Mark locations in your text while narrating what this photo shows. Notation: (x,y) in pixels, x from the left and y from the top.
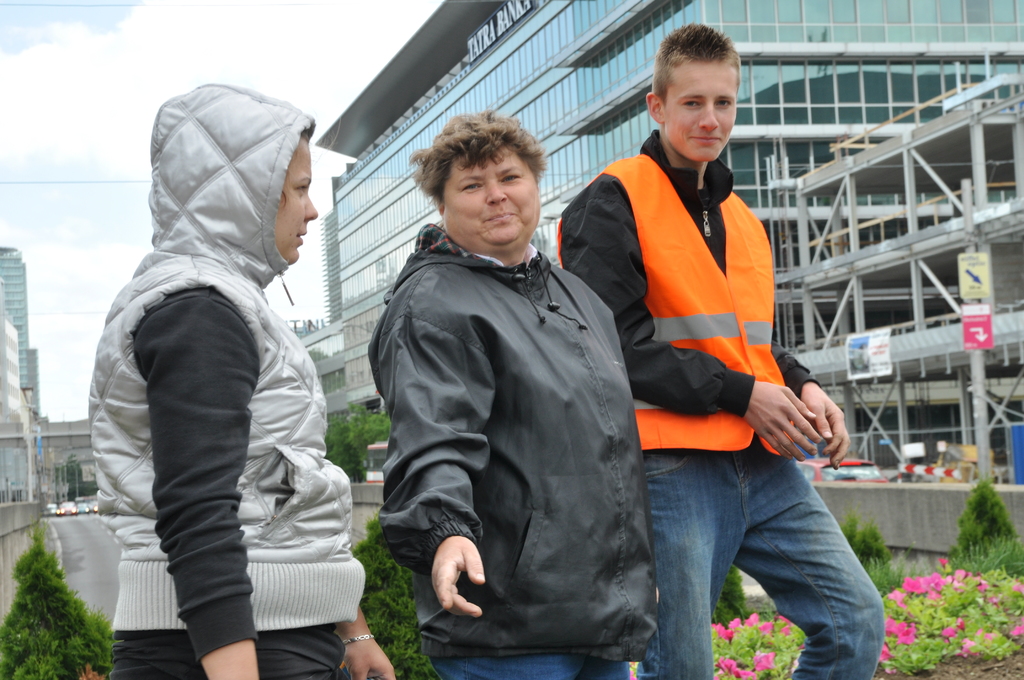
On the left side (192,341) a woman (199,390) is there, she wore coat (251,422). In the middle (563,399) a person (631,565) is there, this person (527,460) wore a black color coat (569,449). On the right side (685,31) a man (645,322) is there, he wore an orange color jacket (726,292) and this a glass building (612,71). At the top (209,53) it's a sky (222,66).
